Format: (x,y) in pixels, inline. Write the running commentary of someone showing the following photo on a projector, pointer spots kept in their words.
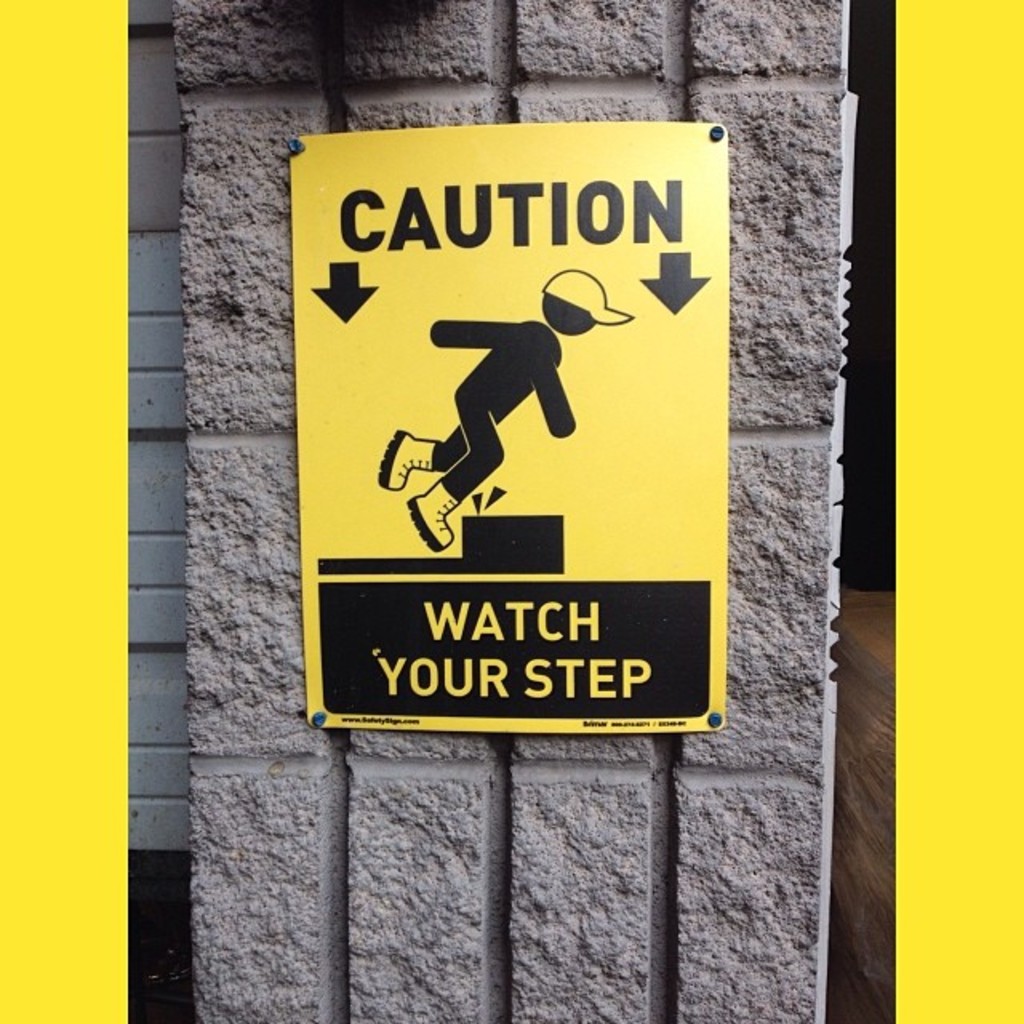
In this image we can see a pillar (768,950) with a signboard (682,465) and on the signboard (623,679), we can see some text (432,677) and a picture (557,421) which resembles human (550,405).
